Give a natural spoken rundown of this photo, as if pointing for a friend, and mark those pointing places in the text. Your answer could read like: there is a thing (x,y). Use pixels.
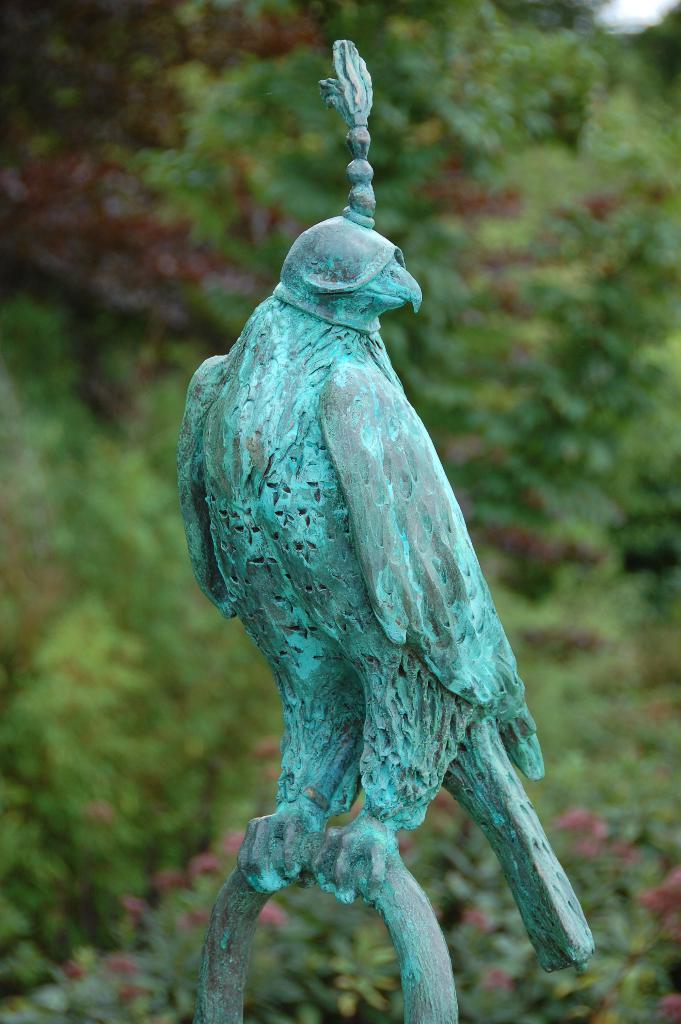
There is a statue (377,456) of a bird (311,465), standing on an object (386,906). And the background (41,698) is blurred.
